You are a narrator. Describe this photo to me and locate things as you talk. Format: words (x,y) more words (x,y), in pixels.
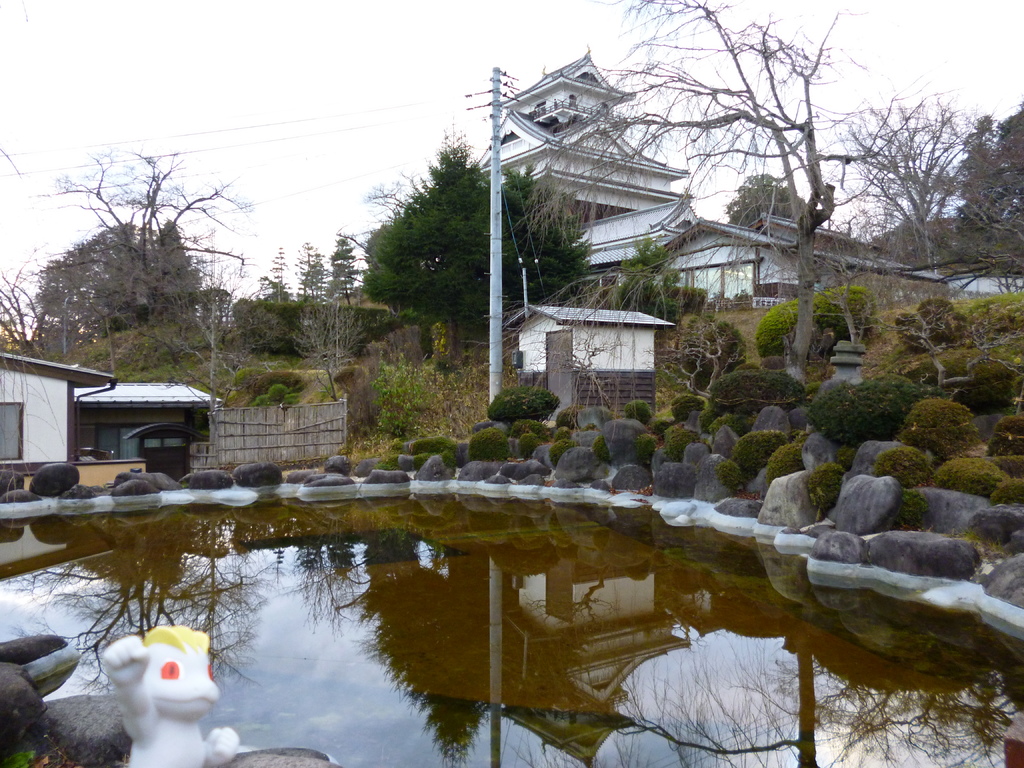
In this picture we can see water (353,593), stones (967,510), trees (454,274), buildings (614,254), pole (499,383) and in the background (244,113) we can see the sky (889,88).
